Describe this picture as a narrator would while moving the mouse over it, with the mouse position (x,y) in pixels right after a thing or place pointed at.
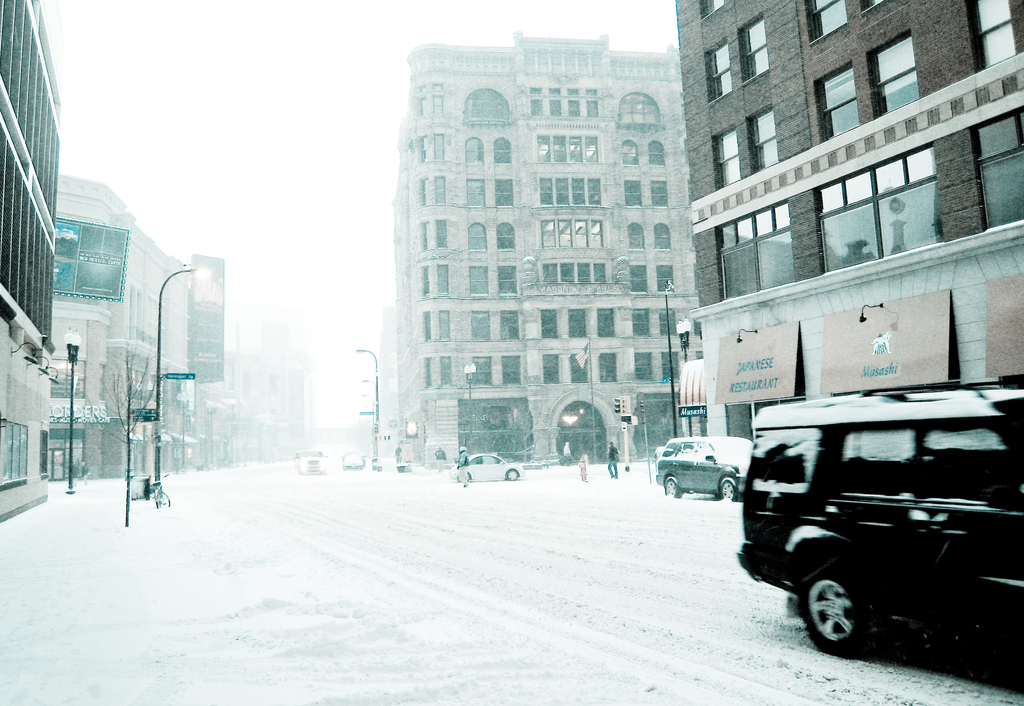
Here we can see snow (39,544) on the road (308,492) and there are few vehicles (480,458) on the road (301,594). In the background (461,470) there are few persons (441,460) standing on the road (342,467) and we can also see buildings (924,283), street lights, windows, hoarding (735,394) and sky (378,187).
